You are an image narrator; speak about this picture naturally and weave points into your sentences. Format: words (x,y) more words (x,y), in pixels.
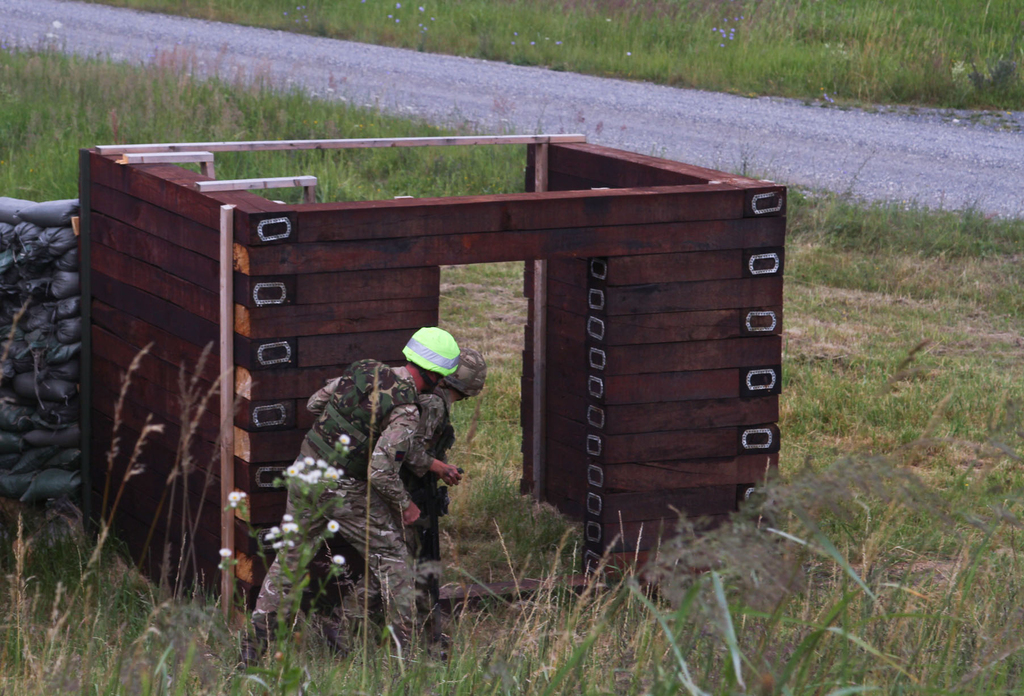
In this image, we can see two people (399,553) are in a military uniform (388,563). They are wearing helmets (461,375). Here we can see wooden block (650,317), sand bags (42,396). Here we can see grass (565,692), plants (281,537), flowers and road (527,94).
